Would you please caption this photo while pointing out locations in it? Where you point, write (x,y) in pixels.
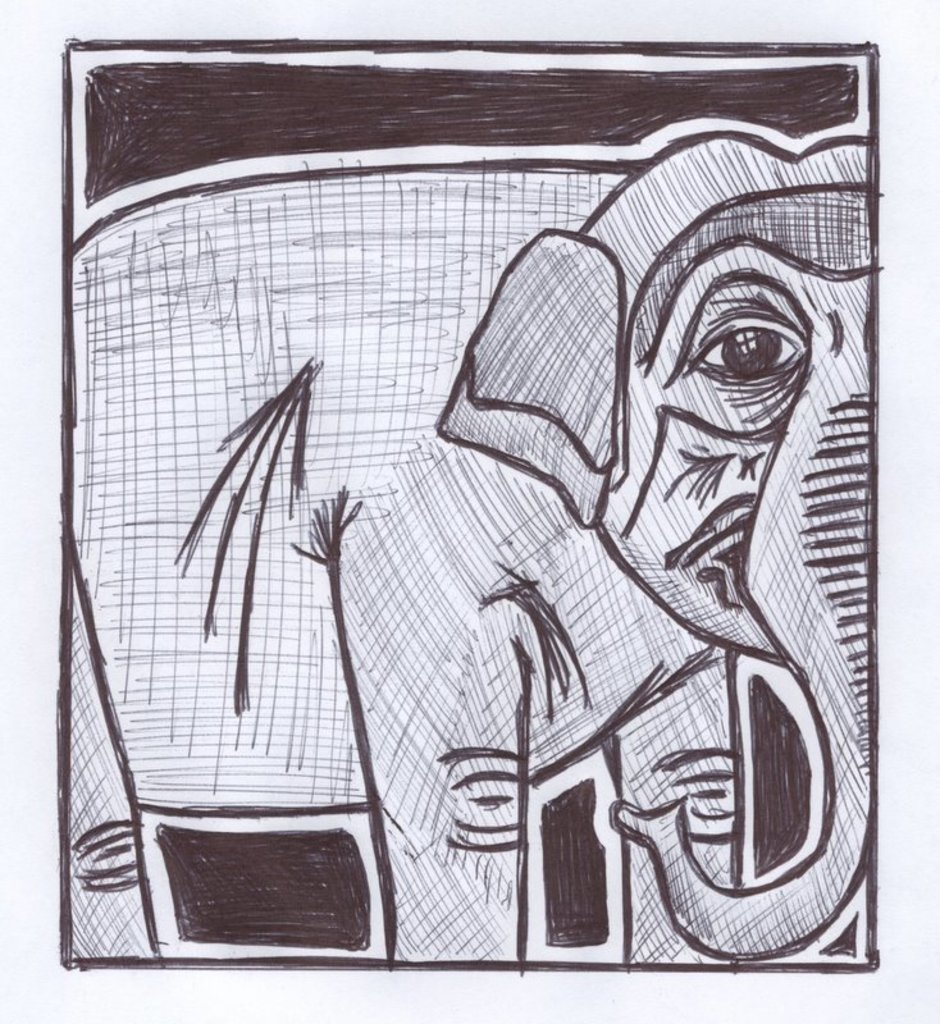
In the picture I can see the drawing (743,365) of an elephant (660,587).
